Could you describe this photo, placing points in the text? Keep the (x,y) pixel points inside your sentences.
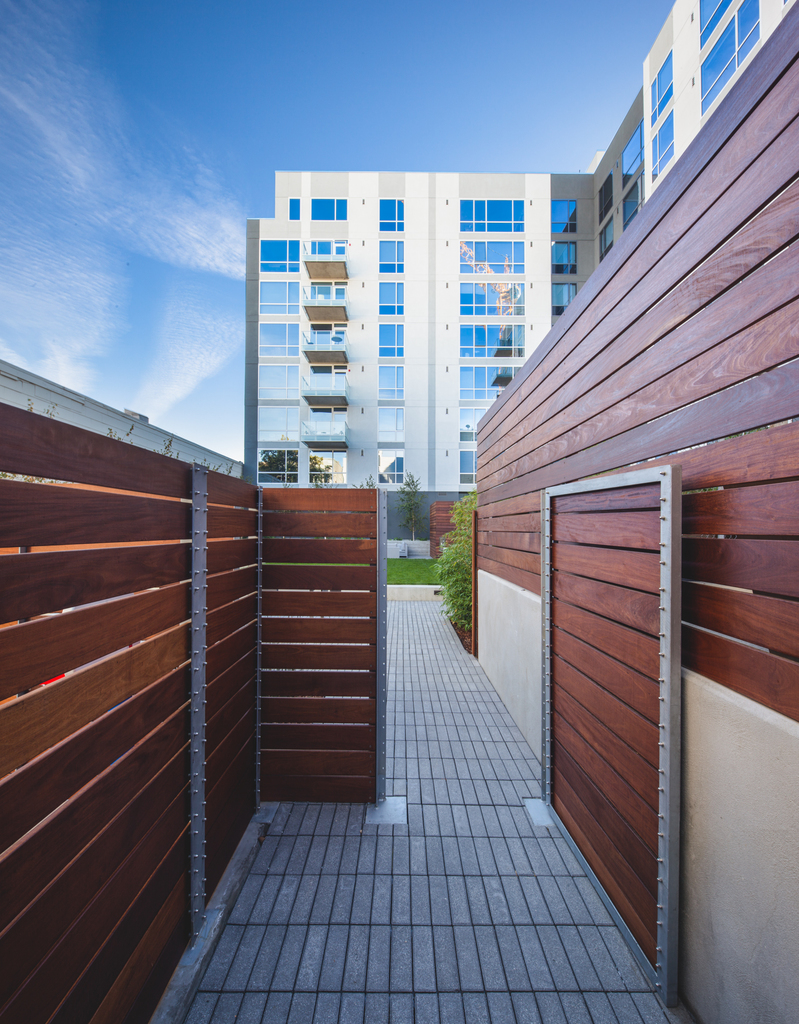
In this image, at the middle (459,650) there is a path (507,716) and a way (444,731), at the left side (55,707) there is a brown color wooden wall (40,784), at the background (378,310) there is a building (429,279) and at the top (473,91) there is a blue color sky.
